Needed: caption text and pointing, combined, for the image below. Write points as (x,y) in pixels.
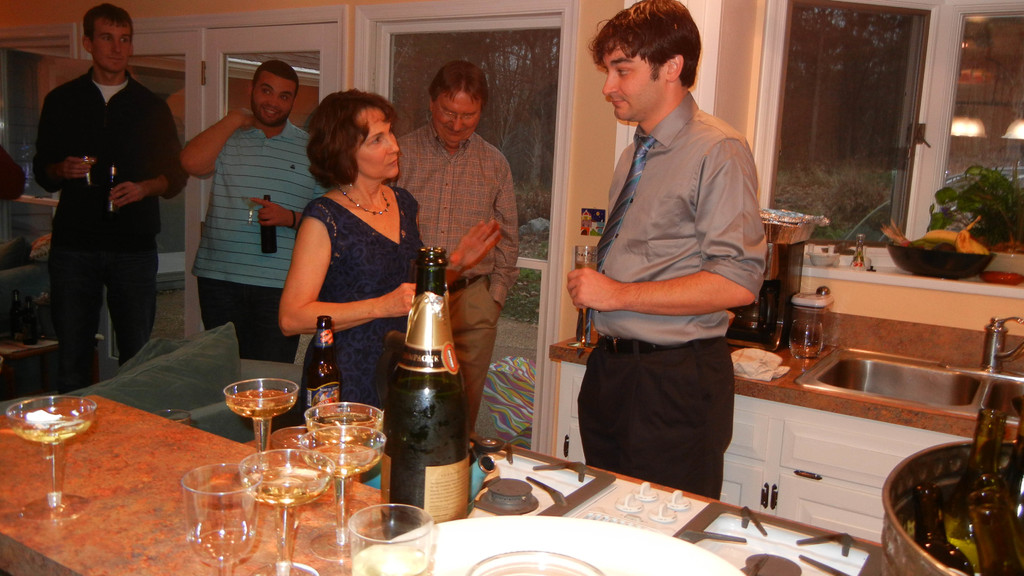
This picture shows a group of people (67,139) standing and we see two men (260,260) holding a bottles (114,177) in their hand (264,206) and we see a man (635,84) holding wine glass (588,248) in his hand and we see few wine glasses (304,563) and bottles (442,450) on the countertop (24,496) and we see a gas stove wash basin (863,369).
